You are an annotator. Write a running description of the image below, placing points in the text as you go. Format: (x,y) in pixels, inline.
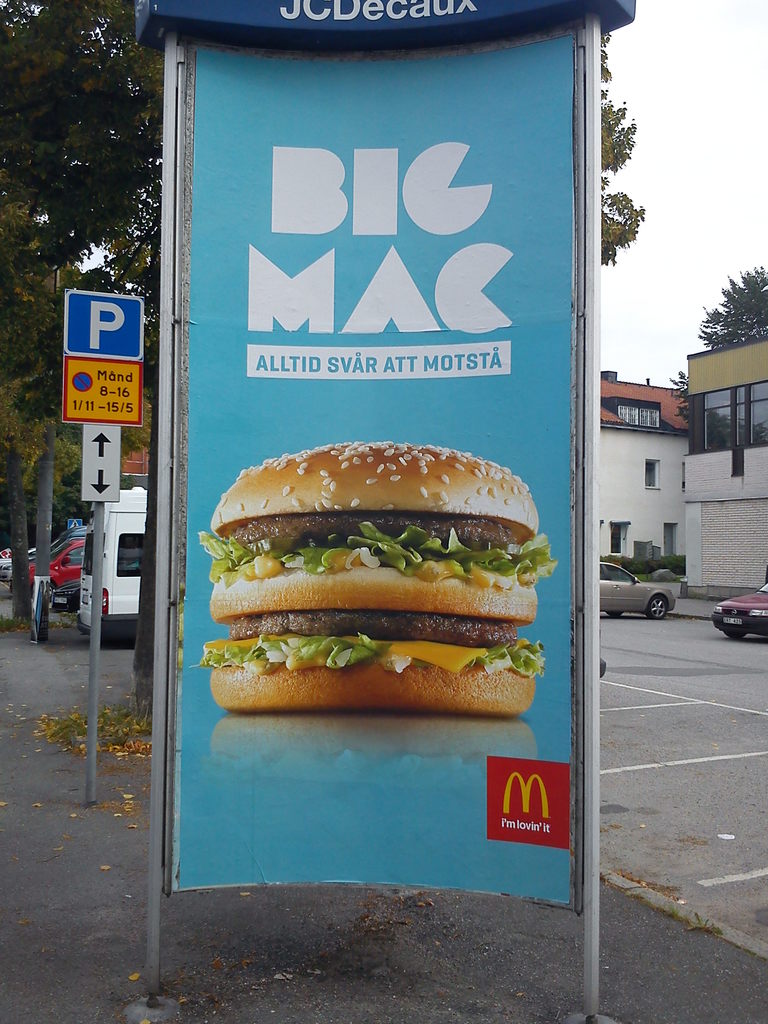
In this image there is a board (372,128) and a parking sign pole (134,357), behind the board (559,651) there is a parking area (603,626) in that area (603,636) cars (111,536) are parked, in the background (117,110) there are trees (112,101) and houses (650,444).
